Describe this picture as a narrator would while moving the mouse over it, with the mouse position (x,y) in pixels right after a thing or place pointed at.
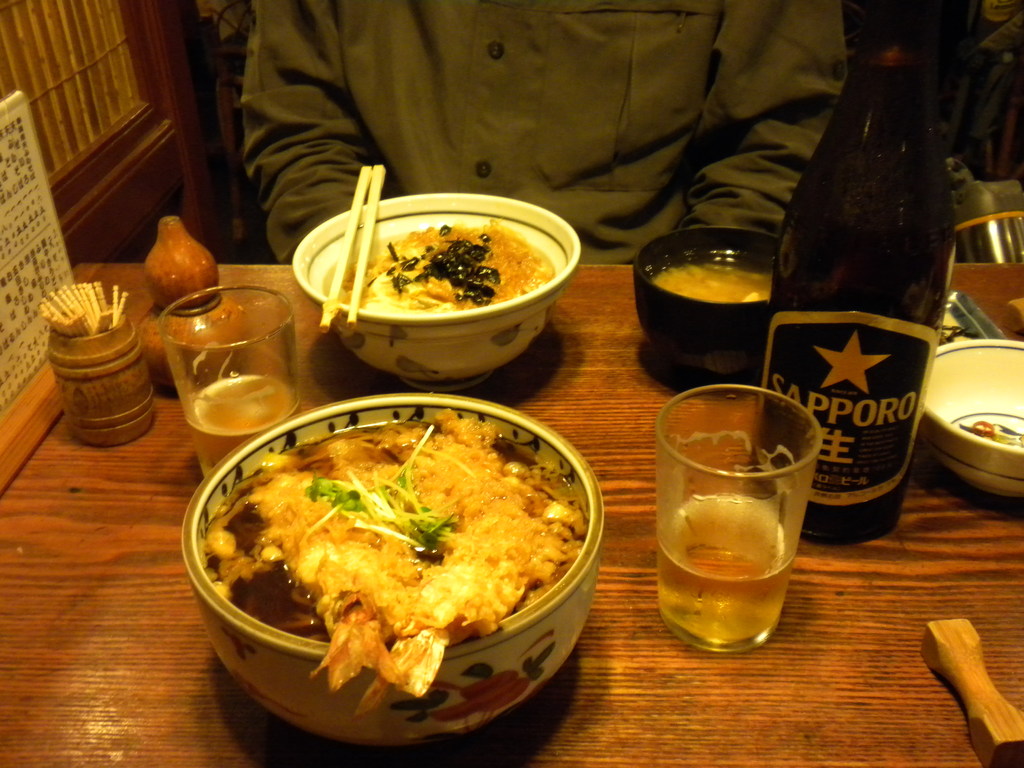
In this image we can see food items (423,457) and few objects (866,349) on a table (604,621). Behind the table (565,407), we can see a person (493,73). In the top left (63,100), we can see a wooden object (84,52).
